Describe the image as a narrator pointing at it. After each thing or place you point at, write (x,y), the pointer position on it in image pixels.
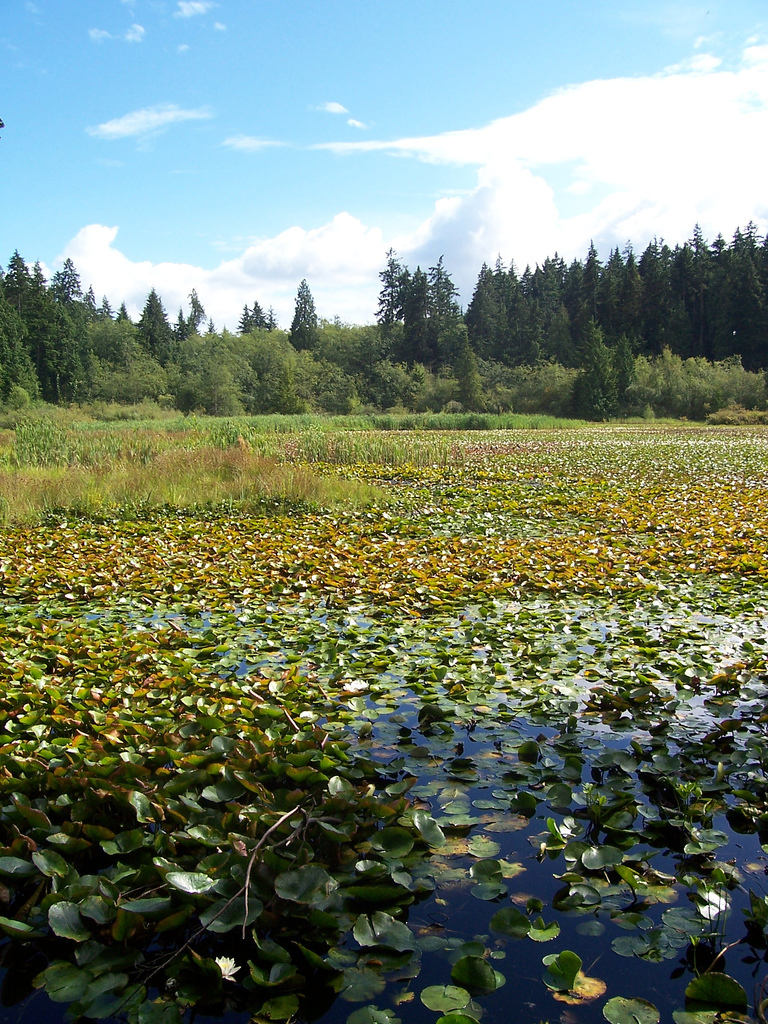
In this image I see the water (522,857) on which there are many leaves (443,673) and in the background (207,381) I see the trees (50,355) and I see the cloudy sky (375,117).
